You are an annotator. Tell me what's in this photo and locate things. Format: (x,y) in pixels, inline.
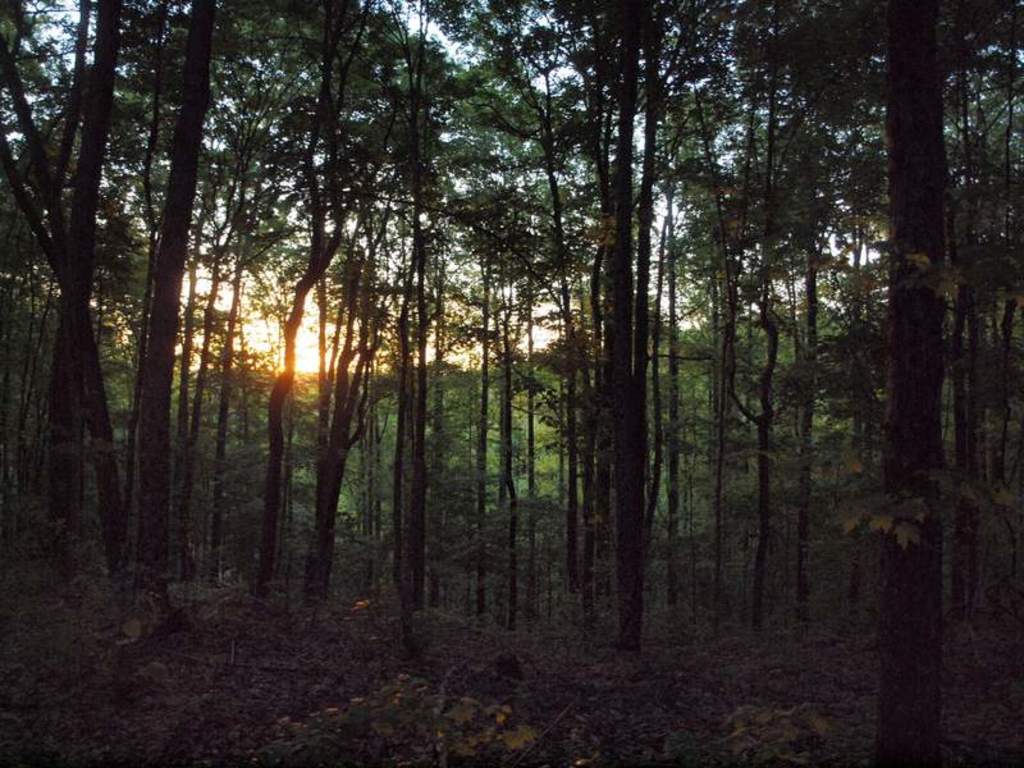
In the image there are plants (450,607) in the foreground (304,719) and behind the plants (756,705) there are many trees (283,369).
